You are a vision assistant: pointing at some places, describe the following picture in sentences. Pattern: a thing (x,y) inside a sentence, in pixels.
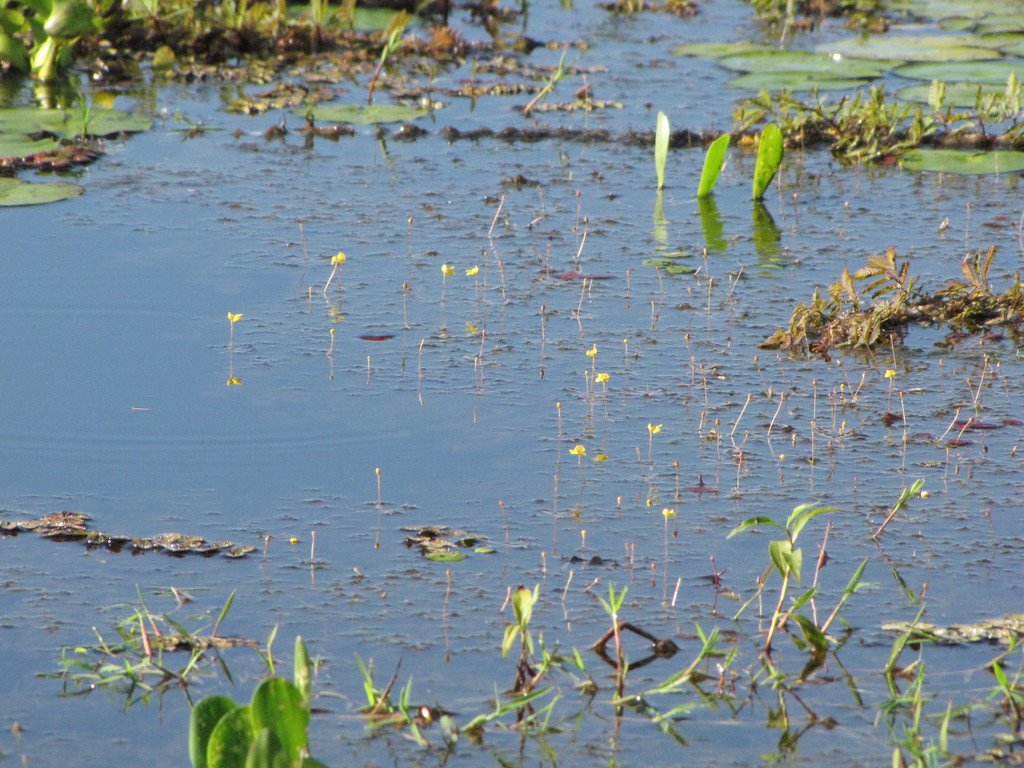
In this image we can see group of flowers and plants (881,143) in the water (374,514).
